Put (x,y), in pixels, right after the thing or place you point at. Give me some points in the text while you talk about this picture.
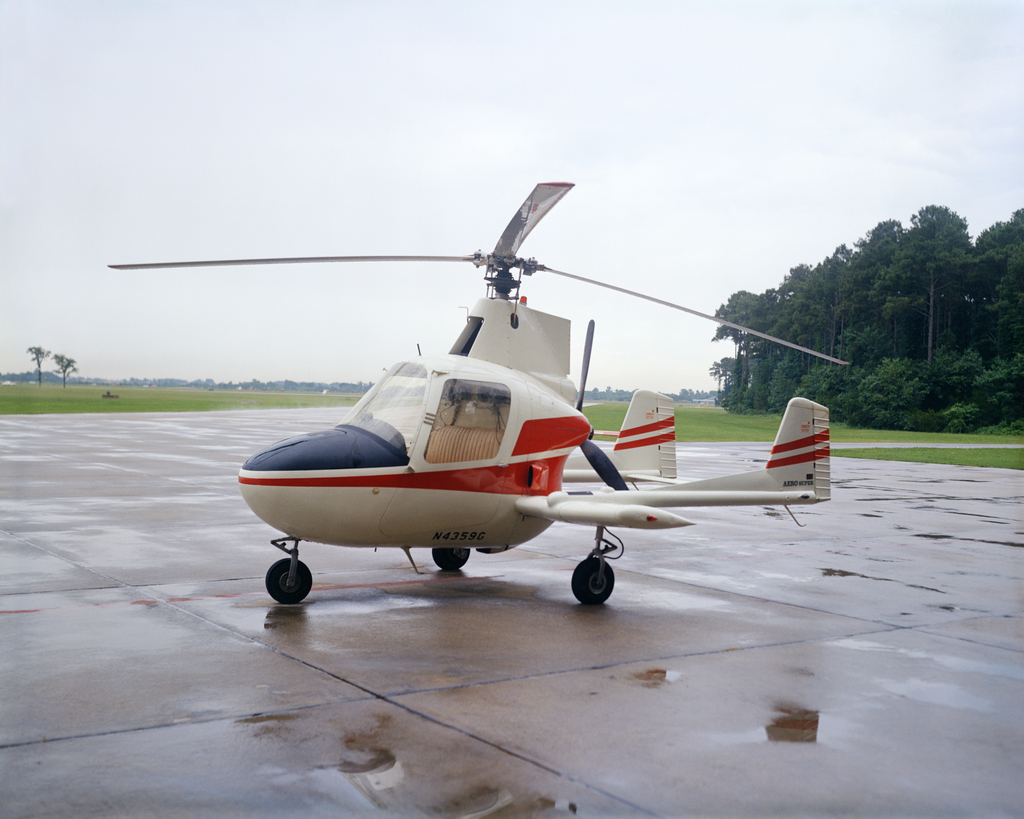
In this image, I can see a helicopter (368,527) on the ground (354,627). On the right side of the image (852,403), there are trees (796,371). In the background (202,372), I can see the grass (80,407) and the sky (163,132).
